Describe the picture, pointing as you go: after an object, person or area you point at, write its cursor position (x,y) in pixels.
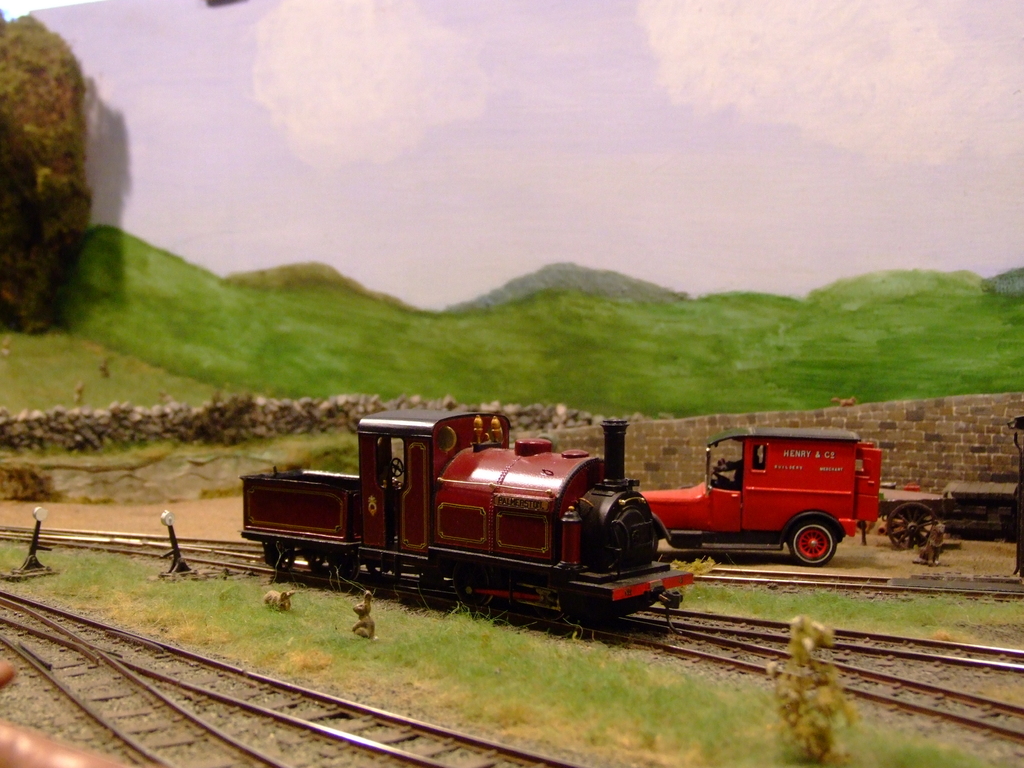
In this picture, we see a toy train (485,524) in maroon and black color is moving on the railway tracks (883,689). At the bottom (559,651), we see a tree (816,685), grass (414,635), railway tracks (340,701) and the toys (364,613). Behind the train (369,570), we see a jeep (819,513) in red color. Behind that, we see a black color cart (939,511). In the middle (673,479), we see a wall (152,426) which is made up of cobblestones (653,438). There are hills (386,315) and a tree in the background (614,330). At the top (550,204), we see the sky (541,142) and the clouds (402,53). This picture might be a painting.
